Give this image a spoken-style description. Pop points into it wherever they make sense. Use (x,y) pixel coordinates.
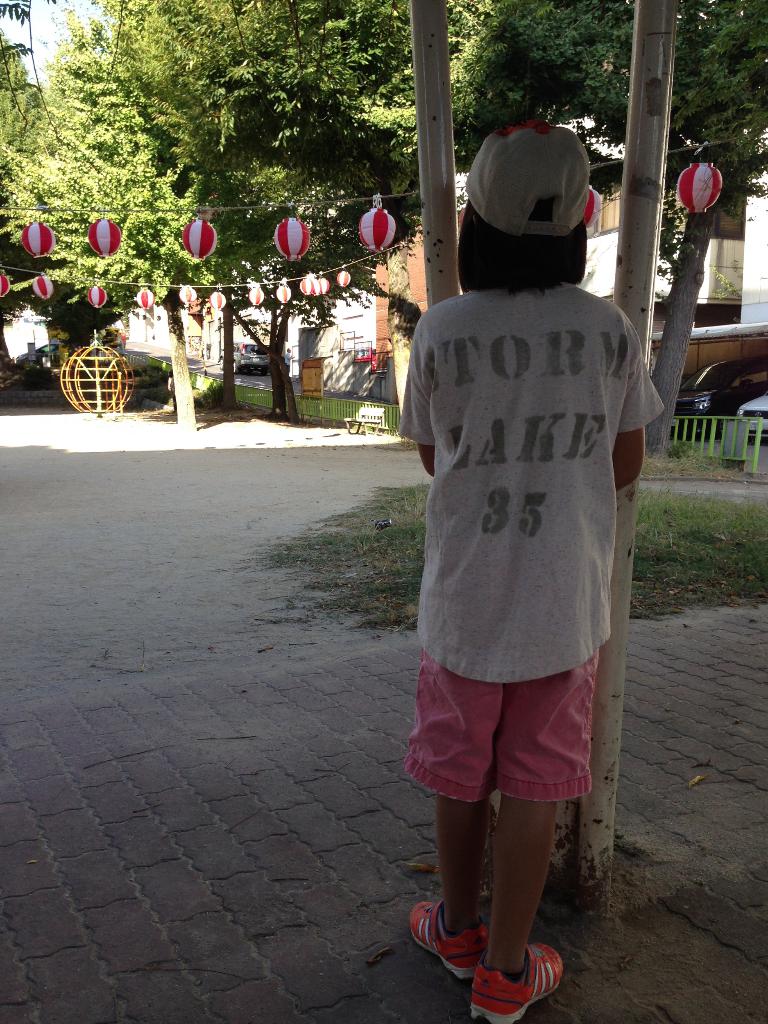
In this image, we can see some trees (397,171) and decors (682,186). There is a fence (393,424) in the middle of the image (340,418). There is a kid (509,832) at the bottom of the image (462,749) wearing clothes (468,675) and standing in front of poles (647,240). There are cars (698,402) on the right side of the image (743,389).
